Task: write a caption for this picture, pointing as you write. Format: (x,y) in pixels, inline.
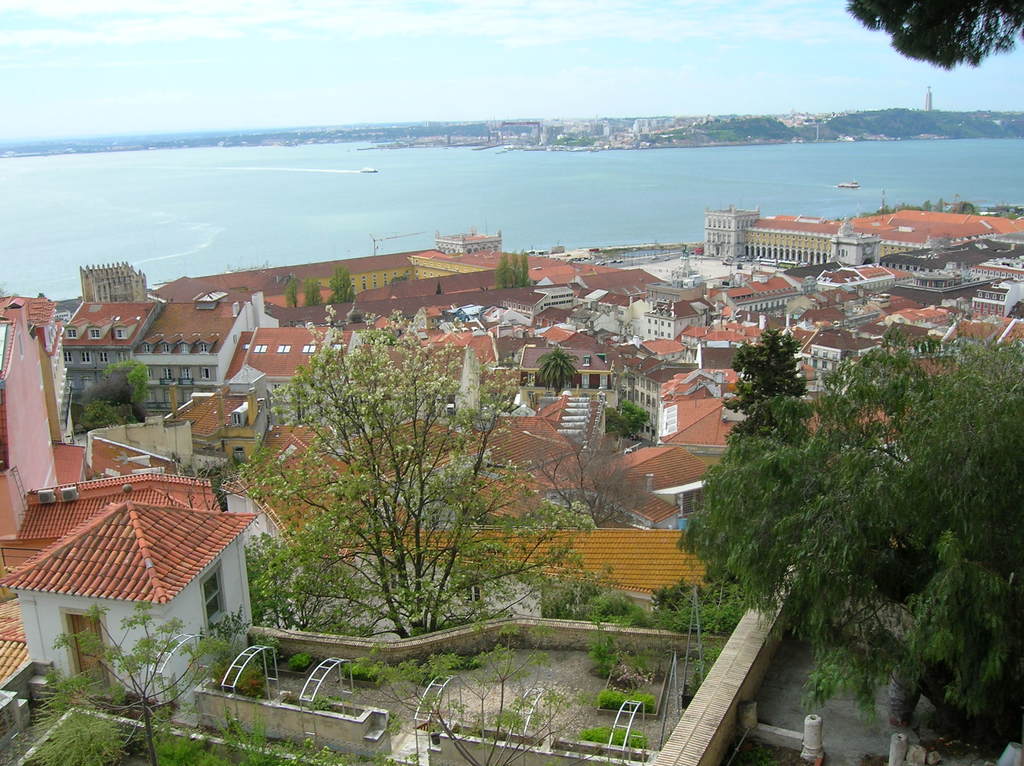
In this picture we can see the top view of a city (283,415) with many houses (34,458), trees (353,463) & sea (636,226). The sky (302,83) is blue.
